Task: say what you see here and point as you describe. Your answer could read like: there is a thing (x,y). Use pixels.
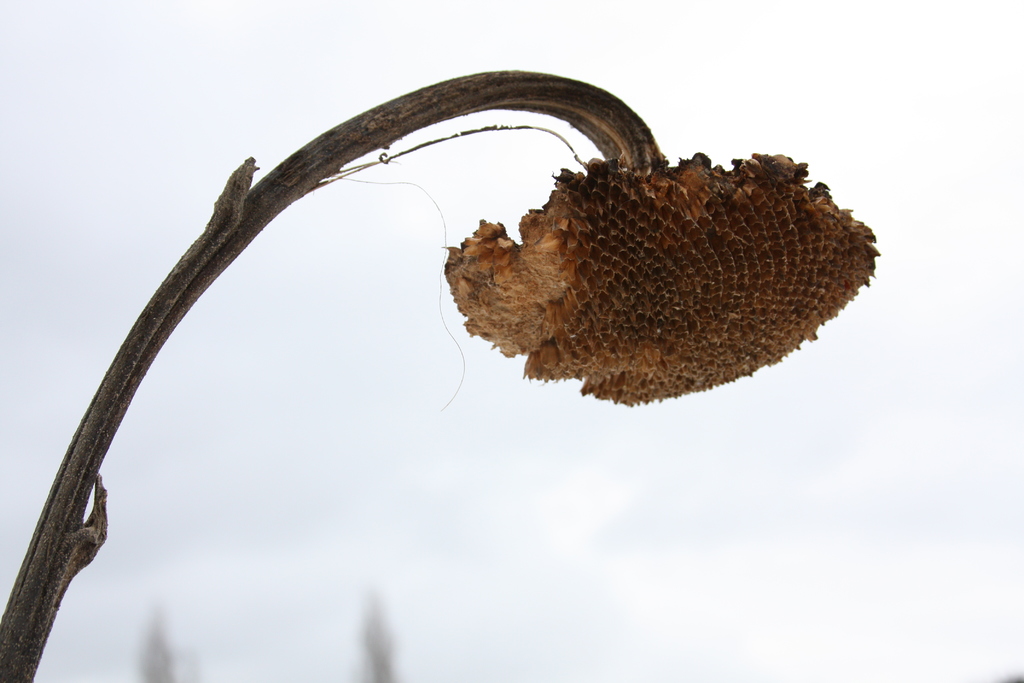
In the center of this picture (656,314) there is an object (694,252) seems to the dried sunflower head (736,284) hanging on an object (392,121) which seems to be the stalk (86,444) of a plant (39,614). In the background (833,128) we can see the sky (354,488).
